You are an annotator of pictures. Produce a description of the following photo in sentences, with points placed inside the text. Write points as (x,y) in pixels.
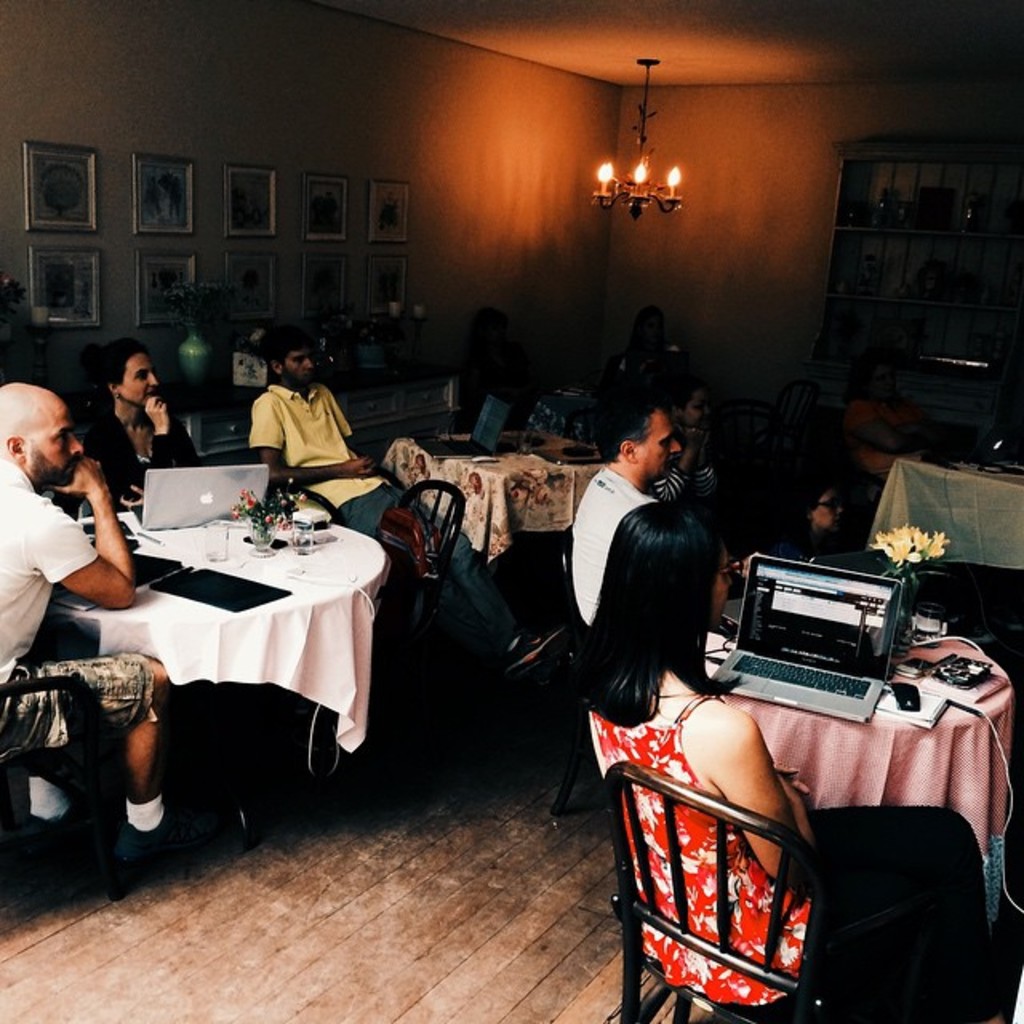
In this image I can see number of people (311,383) are sitting on chairs (646,831). I can also see laptop (176,514) on tables (493,552). In the background (418,172) I can see few frames (168,184) on this wall (245,141).
